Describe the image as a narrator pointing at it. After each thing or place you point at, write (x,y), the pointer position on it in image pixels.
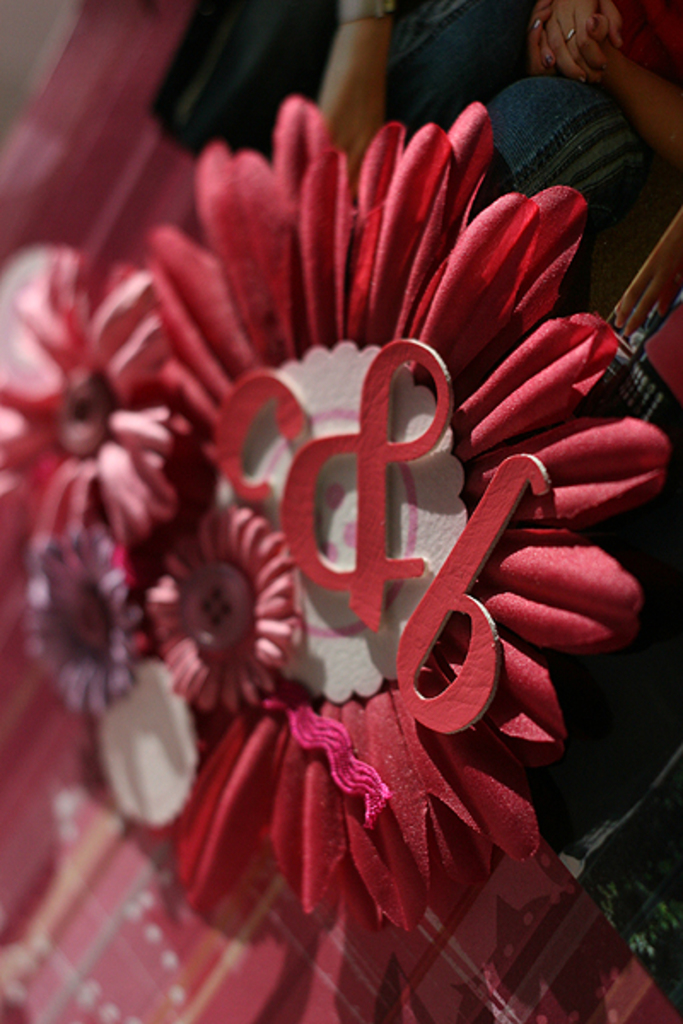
In this image we can see some artificial flowers (274,824) with some text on it placed on the surface (277,962). On the top of the image (373,112) we can see the picture (382,95) of a man (392,101) and woman (580,177).
